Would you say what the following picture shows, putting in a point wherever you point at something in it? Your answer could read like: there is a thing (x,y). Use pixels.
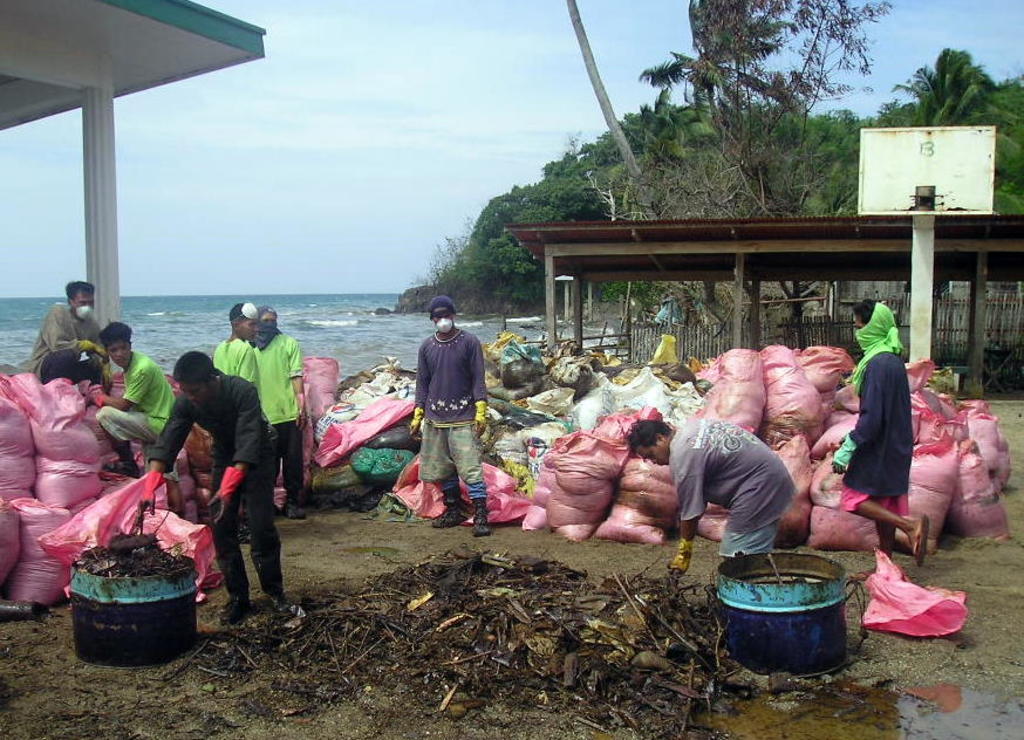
In this image we can see these people (901,381) wearing dresses (872,371) and masks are standing, here we can see the waste (594,640), pink color bags (602,516), stand (962,144), wooden fence (958,347), pillars (552,315), trees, water (364,303) and the sky (265,174) in the background (315,122).
